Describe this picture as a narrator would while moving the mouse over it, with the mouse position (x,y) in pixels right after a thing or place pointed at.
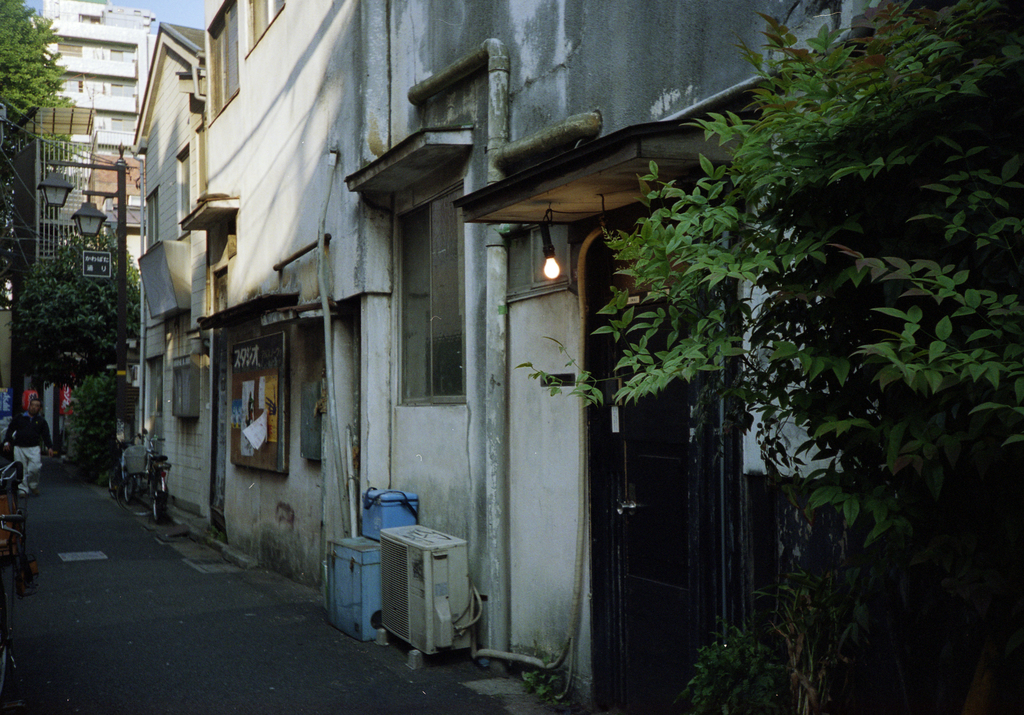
These are the buildings (199,329) with the windows (193,406) and doors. This looks like a board (288,413), which is attached to the building wall (298,383). I can see a bulb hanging to the roof (537,200). This is a pipe (497,439), which is attached to the wall (378,138). I can see the trees (31,89). This looks like a street light (97,194). Here is a bicycle (139,471), which is parked. I can see a person (34,476) walking on the road (48,558).
